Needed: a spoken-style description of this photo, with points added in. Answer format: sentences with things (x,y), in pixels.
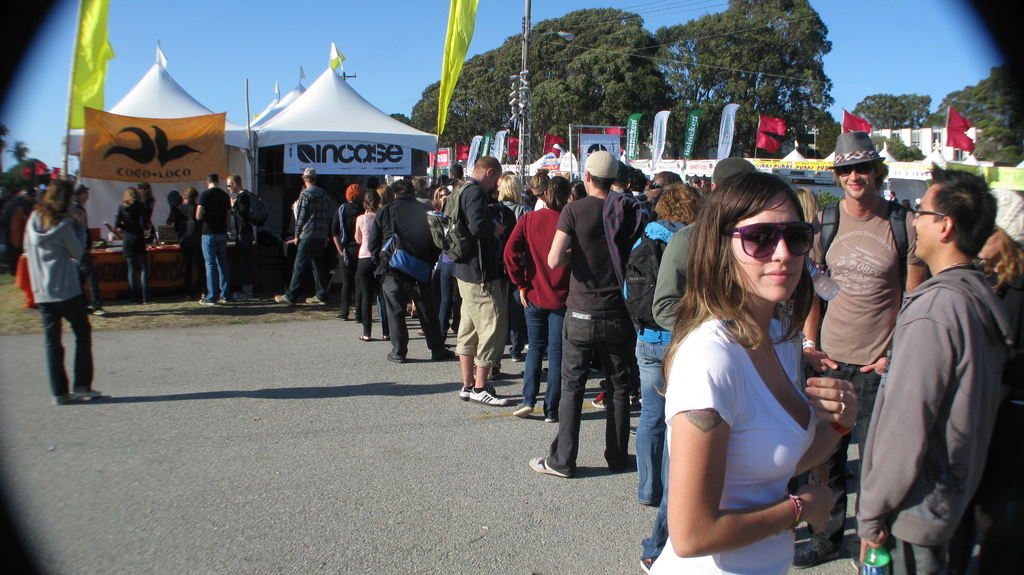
In this image I can see number of persons (748,373) are standing on the ground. In the background (158,87) I can see few tents (170,110) which are white in color, few flags (765,120) which are yellow, blue, green and red in color and few banners (145,144). In the background (983,104) I can see few trees (660,104) and the sky (936,104).
